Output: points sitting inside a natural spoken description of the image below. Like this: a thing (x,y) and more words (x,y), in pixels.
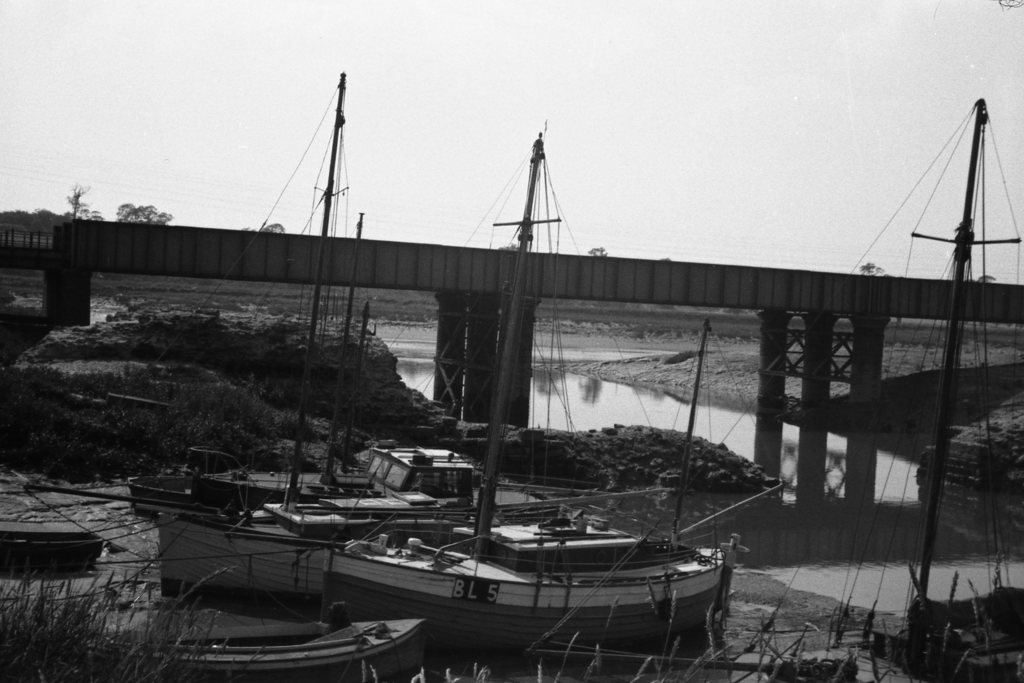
In the picture we can see some boats (199,559), there is water (728,516), bridge (561,271) and in the background of the picture (17,225) there are some trees (17,225), top of the picture (452,72) there is clear sky (554,80).
